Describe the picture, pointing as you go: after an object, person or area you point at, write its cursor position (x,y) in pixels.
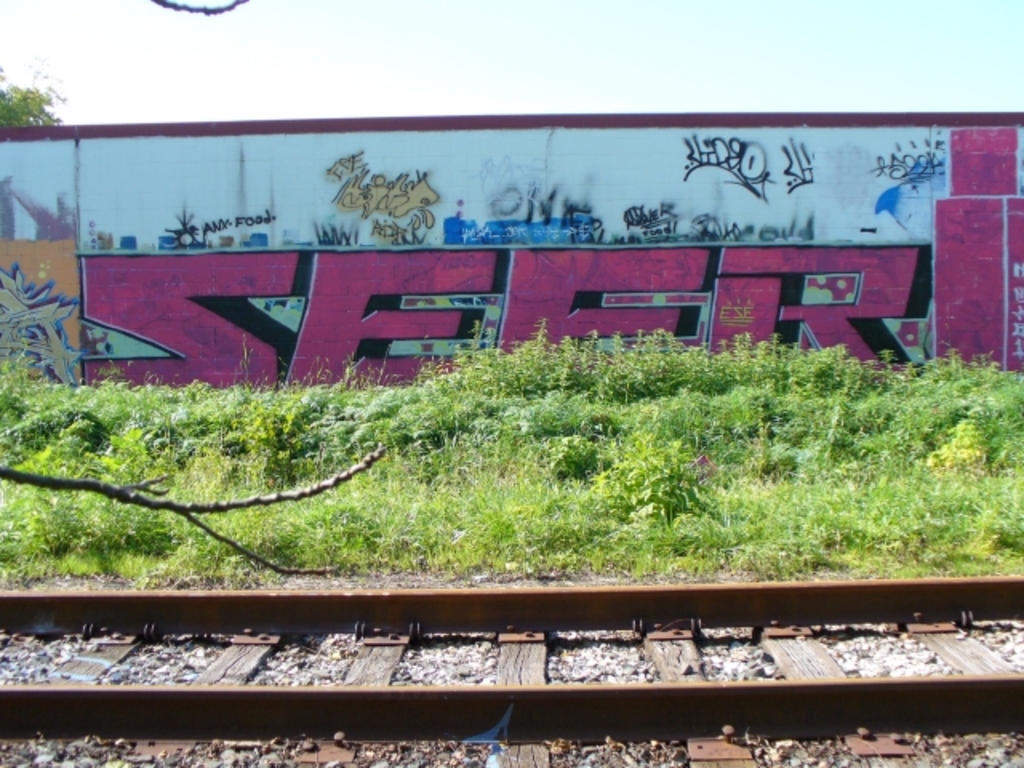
In the foreground of this image (502,692), there is a track (270,678) and a branch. In the middle of the image (563,398), there are plants (663,468), grass (542,481) and the graffiti painting (475,262) on the wall (489,205). At the top (457,26), there is the sky (451,41).
